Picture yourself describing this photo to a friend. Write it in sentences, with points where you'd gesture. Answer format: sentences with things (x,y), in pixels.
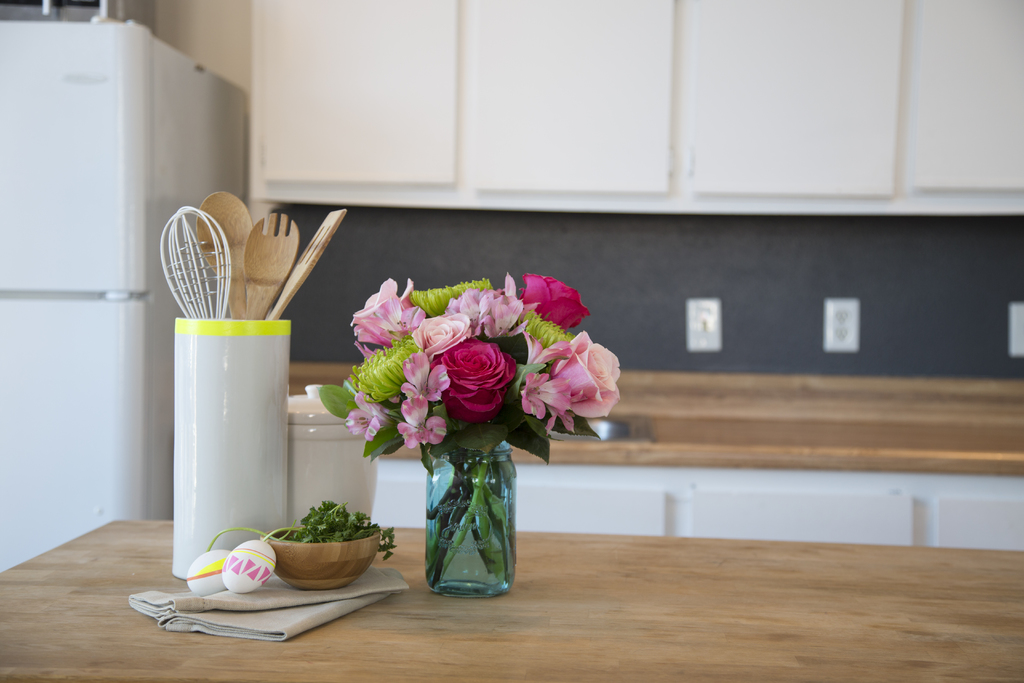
In this image i can see some flowers (480,369) in a glass of jar (474,526) and few utensils (312,479) on the table (525,642). On the left side of the image (51,291) i can see a refrigerator (91,266) and here we have white color cupboards (589,153).
